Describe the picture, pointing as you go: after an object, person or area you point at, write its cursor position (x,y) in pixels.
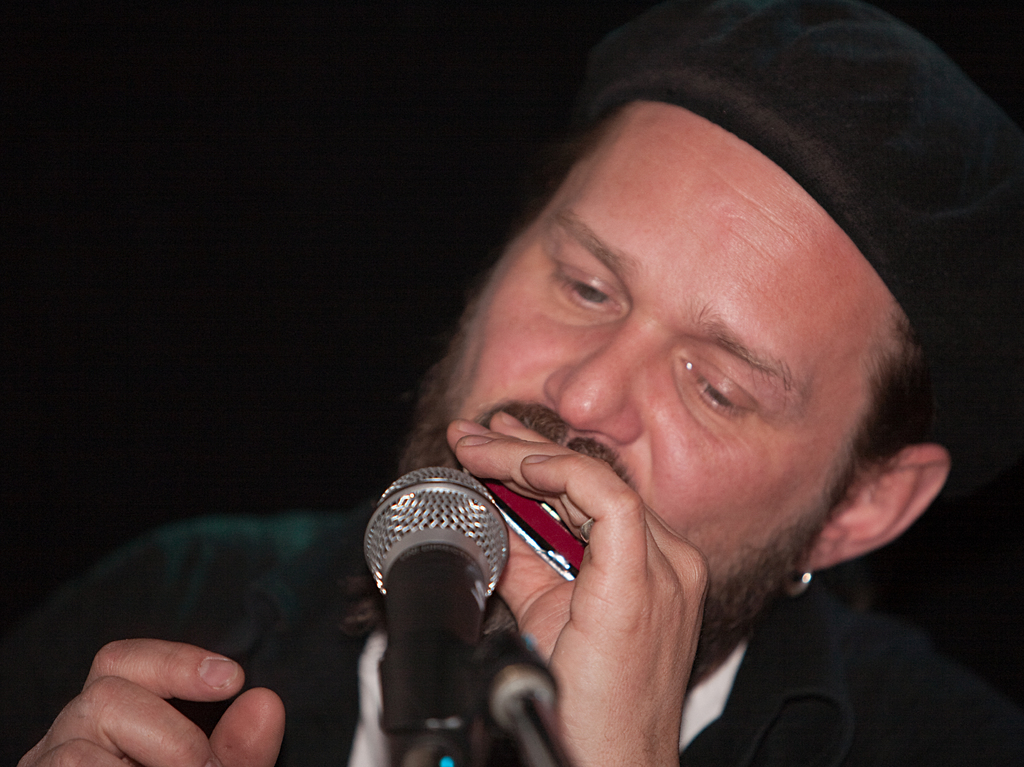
In the center of the image (598,418) a man (630,422) is holding an object (558,561) and playing it and wearing a hat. At the bottom of the image (435,628) we can see a mic (423,562). In the background (237,233) the image is dark.
